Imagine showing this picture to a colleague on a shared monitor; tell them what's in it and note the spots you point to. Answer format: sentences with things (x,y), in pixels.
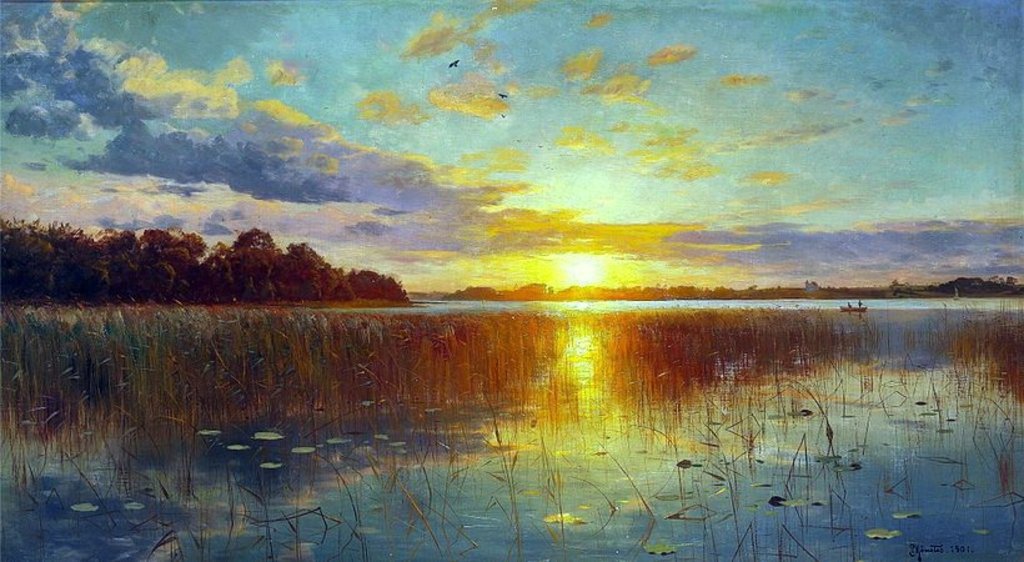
It is looking like a painting, we can see there are plants (639,348) in the water (760,376) and a boat (862,307) on the water (876,310). Behind the boat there are trees (741,296) and a sky (640,135) and it is written something on the image.
